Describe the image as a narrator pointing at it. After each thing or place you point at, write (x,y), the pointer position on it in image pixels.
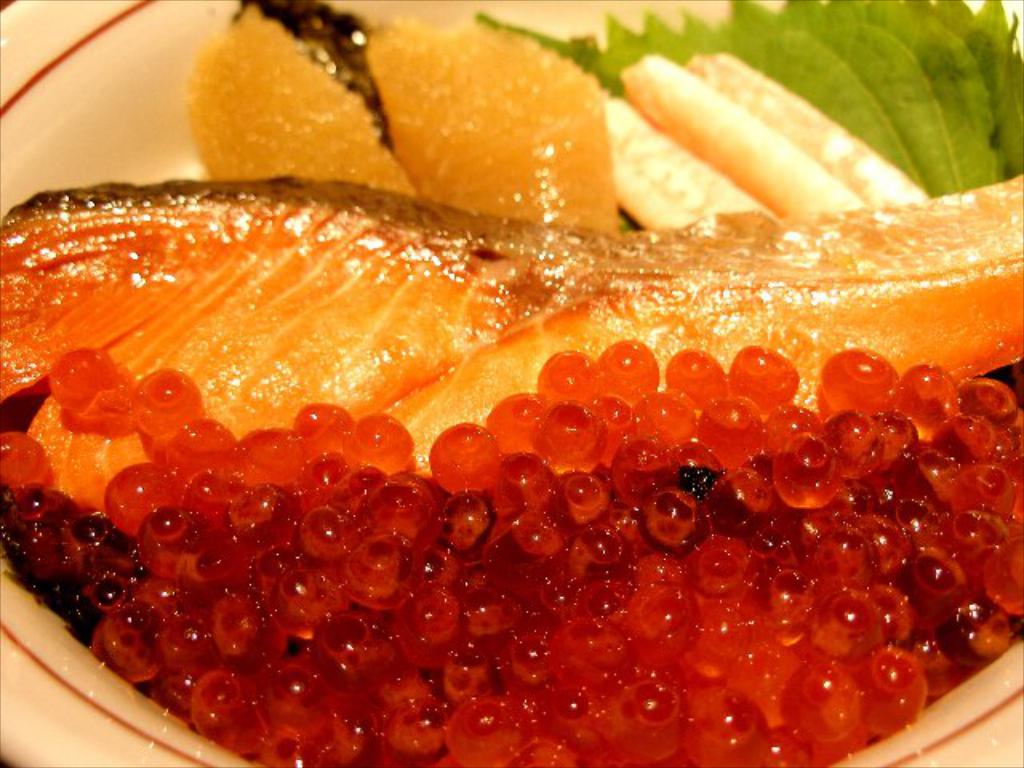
In this image, I can see the fish eggs (406,626), a piece of fish (712,313), green vegetables (899,87) and few other food items (328,133) in a bowl (0,730).
